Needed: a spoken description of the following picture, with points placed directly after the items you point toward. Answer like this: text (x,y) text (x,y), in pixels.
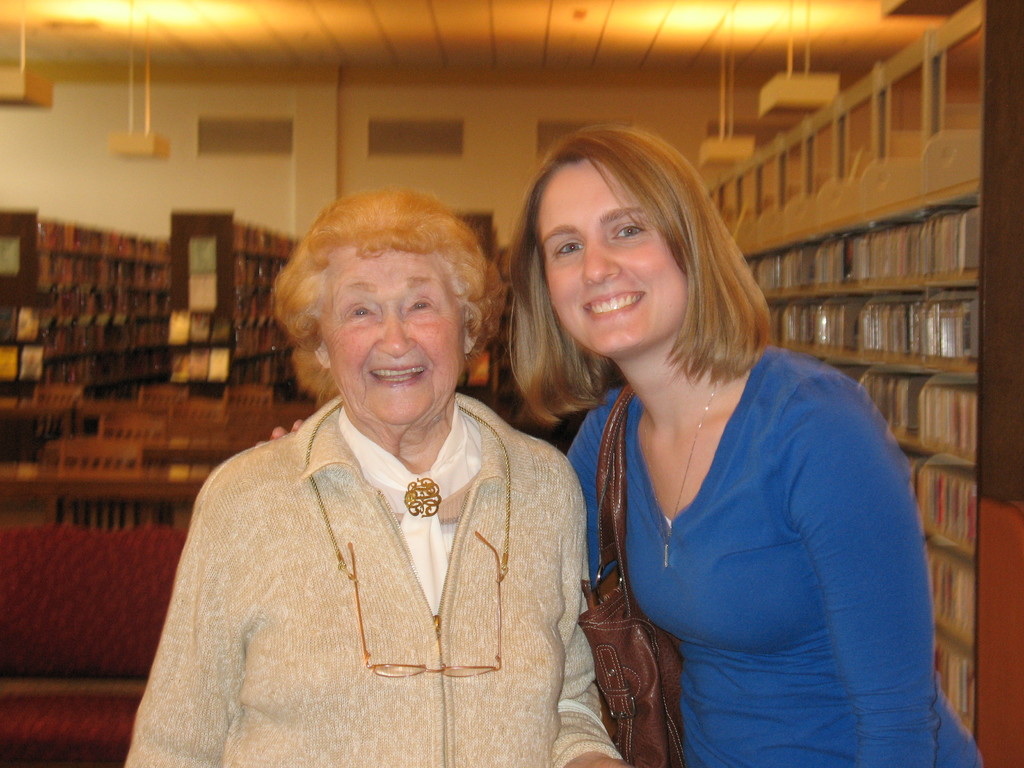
In this image we can see two lady persons (524,551) wearing blue and cream color dress (469,624) respectively person (447,616) wearing cream color dress (347,654) also wearing spectacles (498,603), person (741,605) wearing blue color dress (681,566) carrying hand bag (620,457) and in the background of the image (12,436) there are some tables (61,494), chairs (54,509), roof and some shelves (843,255).
